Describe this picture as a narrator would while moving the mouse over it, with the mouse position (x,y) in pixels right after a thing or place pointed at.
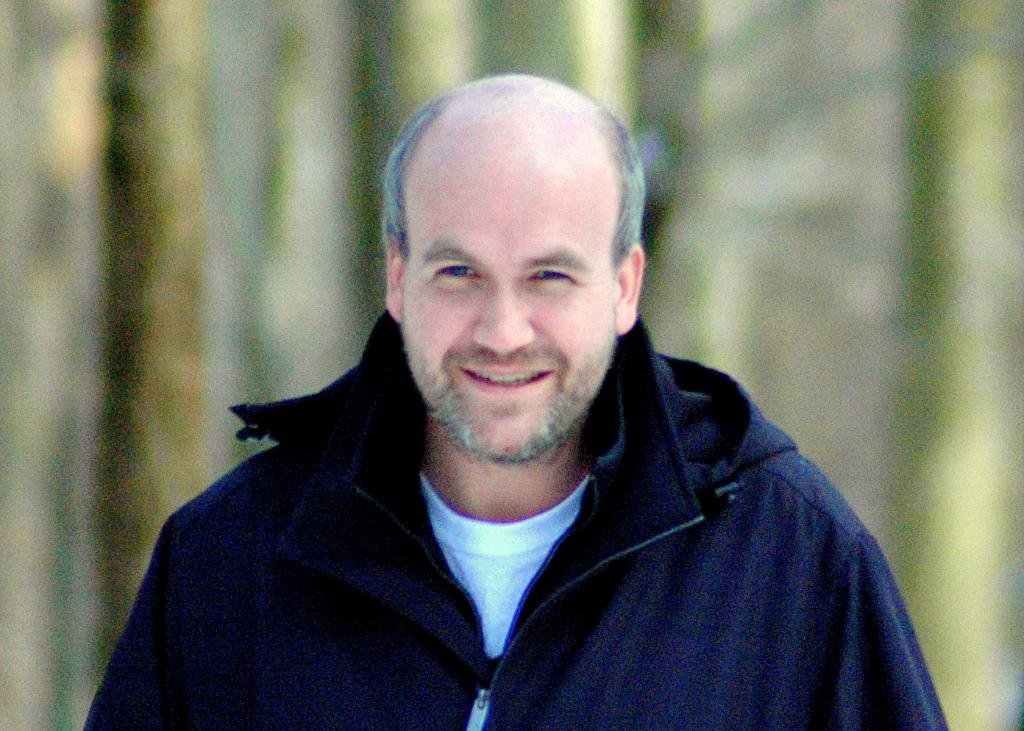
In this image there is a man (362,586) in the middle (427,478) who is wearing the blue colour jacket (573,619).
